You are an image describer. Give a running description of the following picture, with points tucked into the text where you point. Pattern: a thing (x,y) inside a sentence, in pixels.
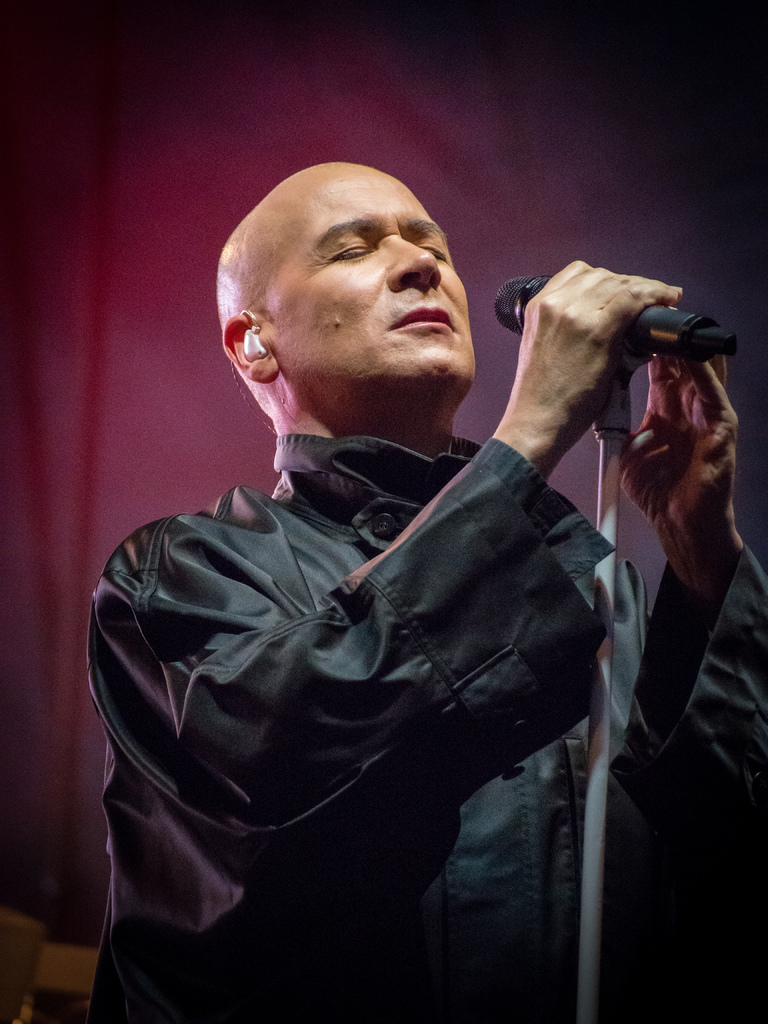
In this image I can see a man (357,892) wearing a black color dress (360,661) and holding a mike (519,290) in his hands (581,372) by closing his eyes (363,250). In the background (481,270) I can see a curtain (126,487).
